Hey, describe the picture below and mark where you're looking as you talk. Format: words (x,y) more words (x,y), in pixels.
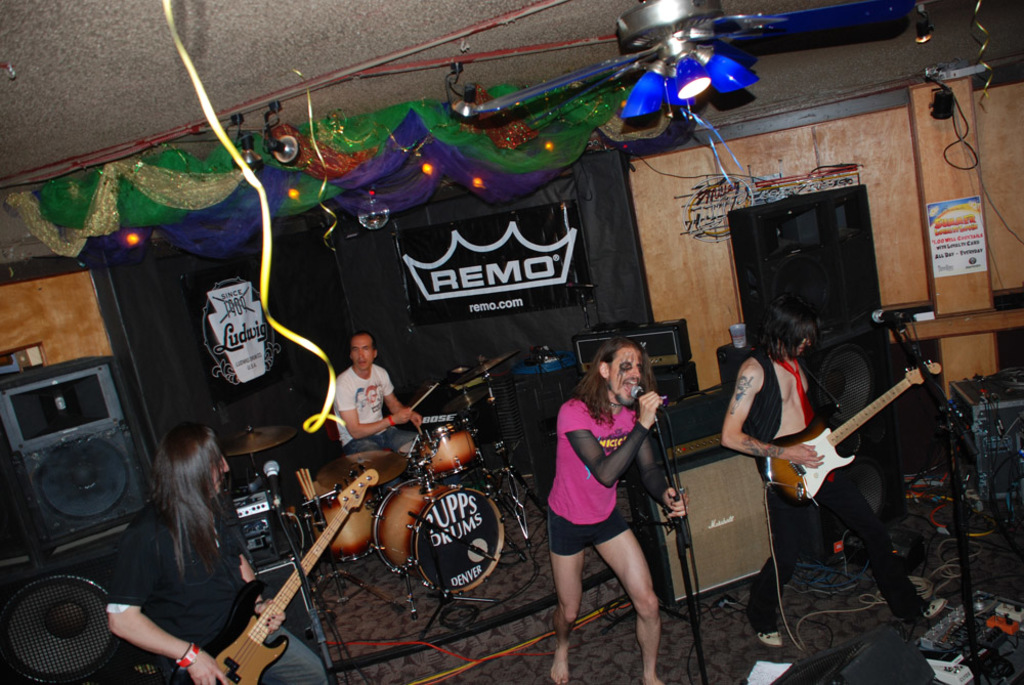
In this image i can see a group of people (770,507) among them, two people (808,458) are playing guitar (849,463) in front of a microphone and a man (599,474) is singing a song. I can see a man (379,396) is playing drums (382,462) and a sound speaker (86,447) on the stage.
